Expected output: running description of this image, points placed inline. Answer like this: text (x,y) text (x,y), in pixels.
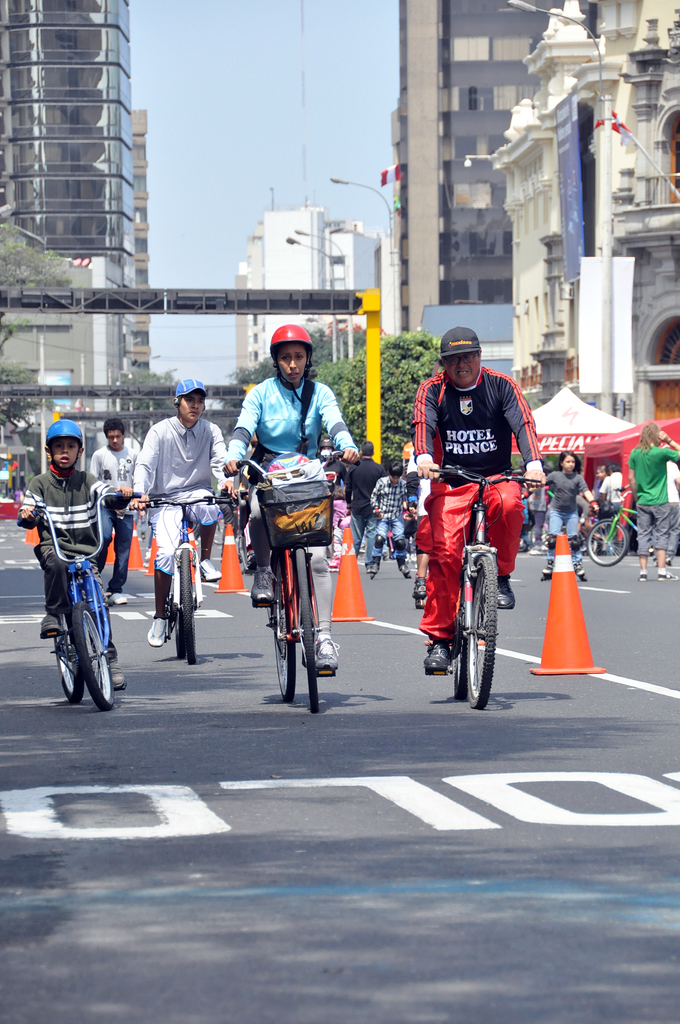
There are a four people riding a bicycle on the road (116,848). In the background (69,194) we can see buildings (122,93) and a few people (666,478) on the right side (665,459).
